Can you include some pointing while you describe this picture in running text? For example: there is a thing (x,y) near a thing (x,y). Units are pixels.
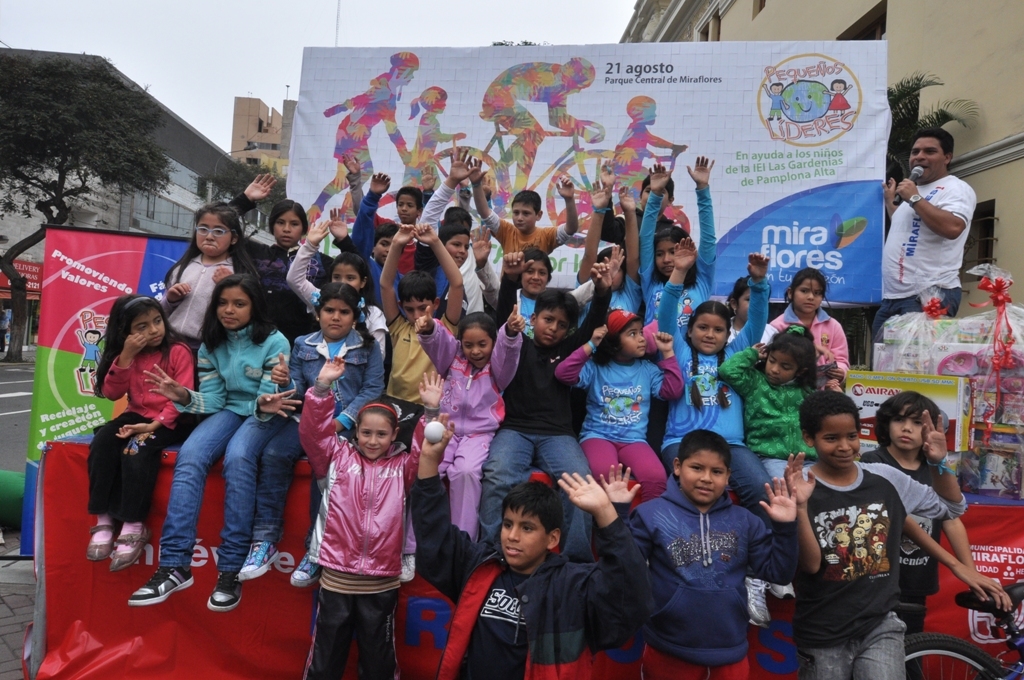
In this picture we can see some kids (439,295) are sitting and some kids (520,532) are standing. A man (915,268) in the white t shirt (921,224) is holding a microphone (904,186) in hand (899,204). On the right side of the kids (389,243) there is a bicycle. Behind the kids (406,311) there is a board (562,220), banner (857,169) and some objects (895,345). Behind the board (542,131) there are building (1018,290), trees (18,79) and the sky (198,29).
